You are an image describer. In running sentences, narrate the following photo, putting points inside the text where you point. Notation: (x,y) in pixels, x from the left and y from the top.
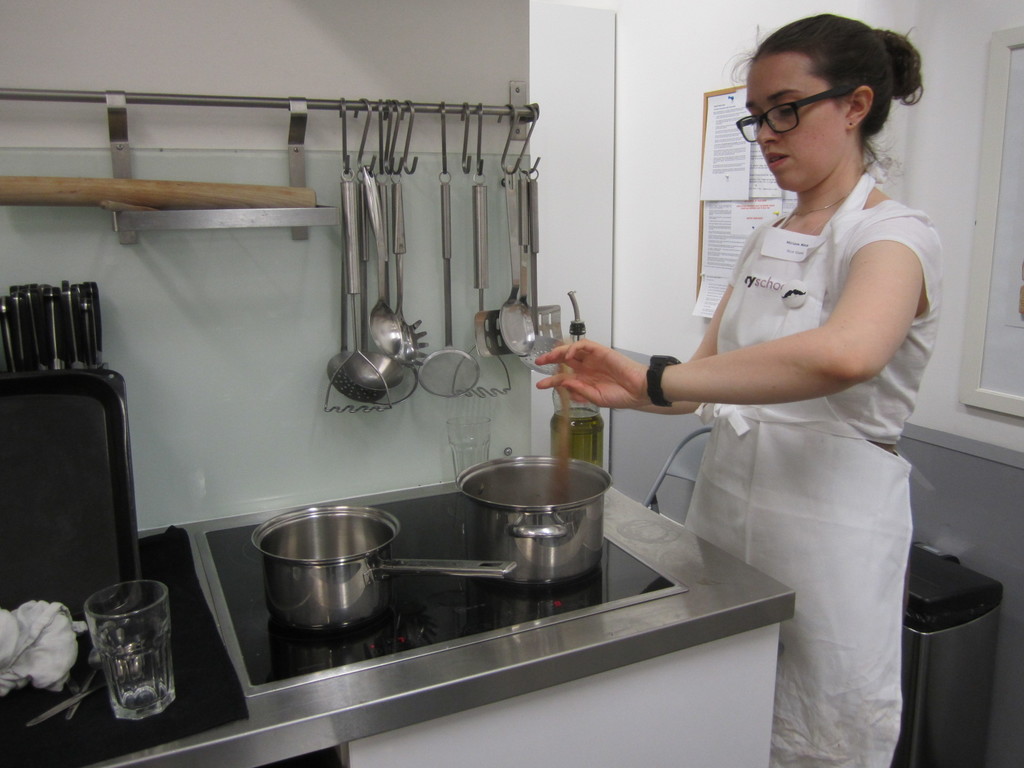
In this image there is a cabinet (354,665) having vessels (359,591), glass (138,677), pans (371,564), bottle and few objects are on it. Right side (899,372) there is a woman (829,373) wearing an apron (813,325). She is standing. Behind her there is an object (969,649) on the floor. There is a chair (678,468) kept near the wall (683,282) which is having a board (729,192) attached to it. On the board (739,198) few posters (739,198) are pinned to it. Few kitchen tools (512,252) are hanging from the metal rod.
